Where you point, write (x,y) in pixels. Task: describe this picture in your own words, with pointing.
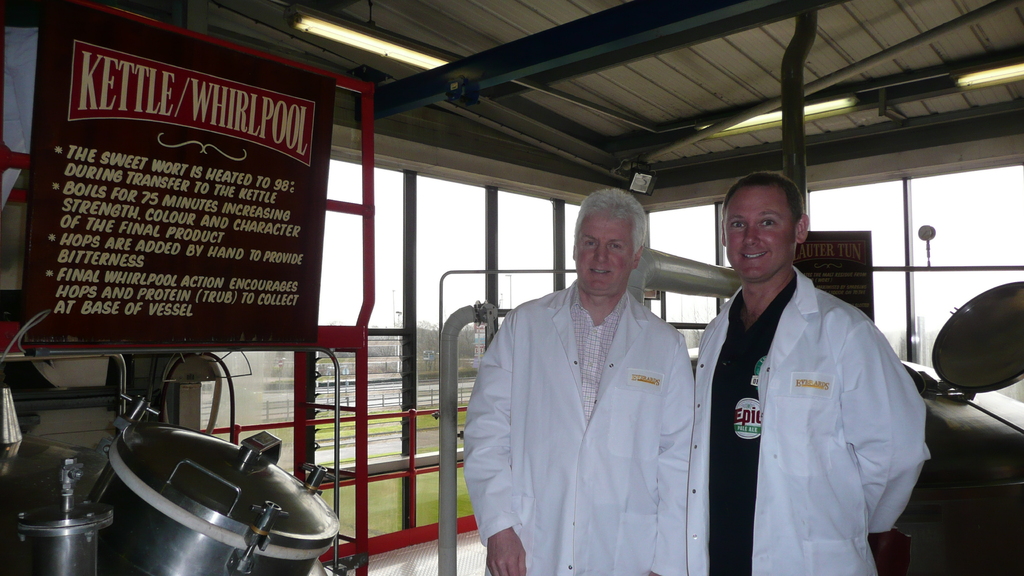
In the picture we can see a machine (1023,458) with vessels (953,459) and on it we can see a board (157,99) with some information on it and beside it we can see two men (790,473) are standing and smiling, they are in white coats (808,473) and behind them we can see a glass wall (383,451) from it we can see outside with grass surface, railing (368,408), road (376,400) and sky (940,236).
